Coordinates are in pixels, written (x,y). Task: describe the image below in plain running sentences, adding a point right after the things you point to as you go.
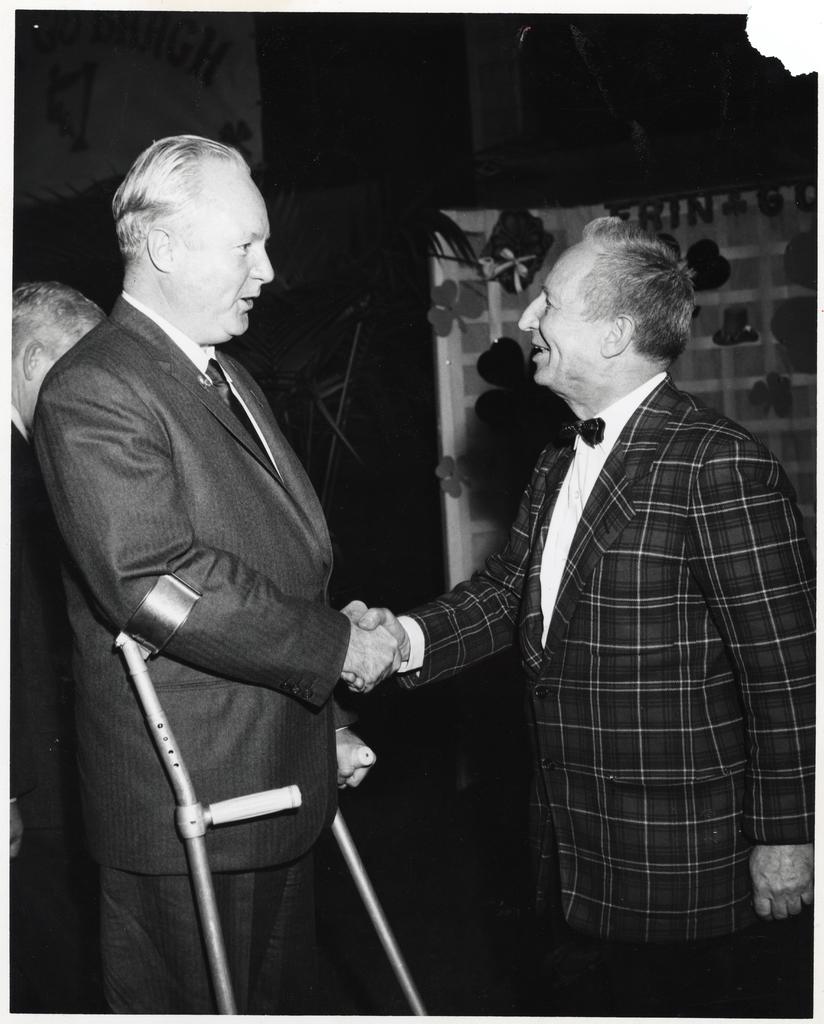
In the picture we can see two men (807,733) are wearing a blazer (669,805) and shaking hands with each other in the background (36,334), we can see a curtain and a person (65,314) standing.
